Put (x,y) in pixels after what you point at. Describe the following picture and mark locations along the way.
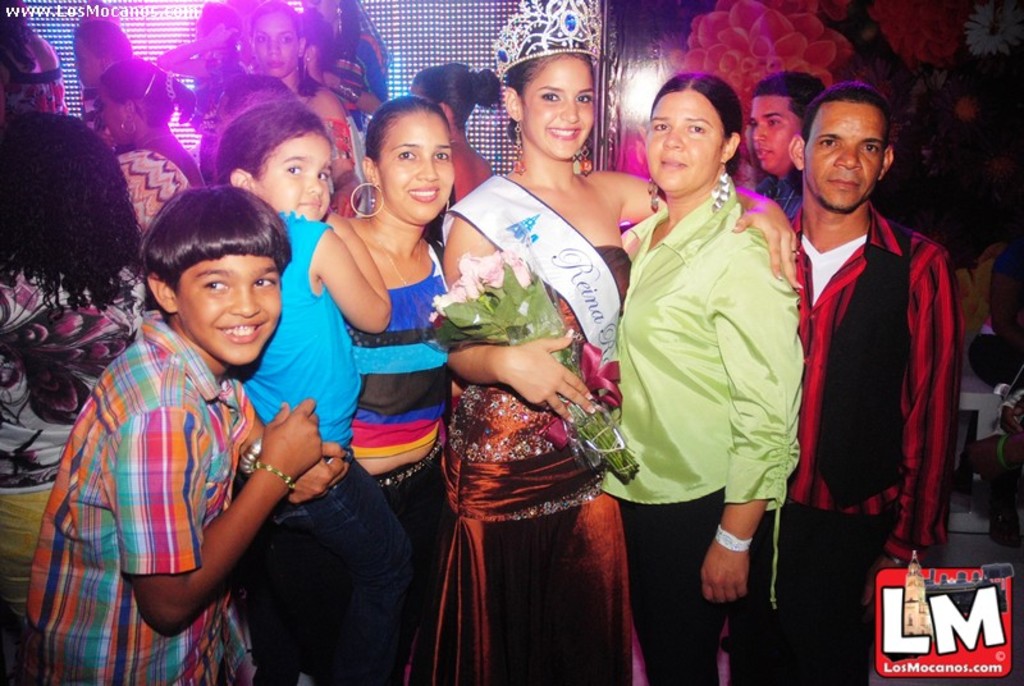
People (260,449) are standing. A person (515,355) is standing at the center (535,376) wearing a crown (540,24) and holding a flower bouquet (515,337). There are other people (200,58) at the back (370,58). There is a floral background (748,25) and there are lights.
